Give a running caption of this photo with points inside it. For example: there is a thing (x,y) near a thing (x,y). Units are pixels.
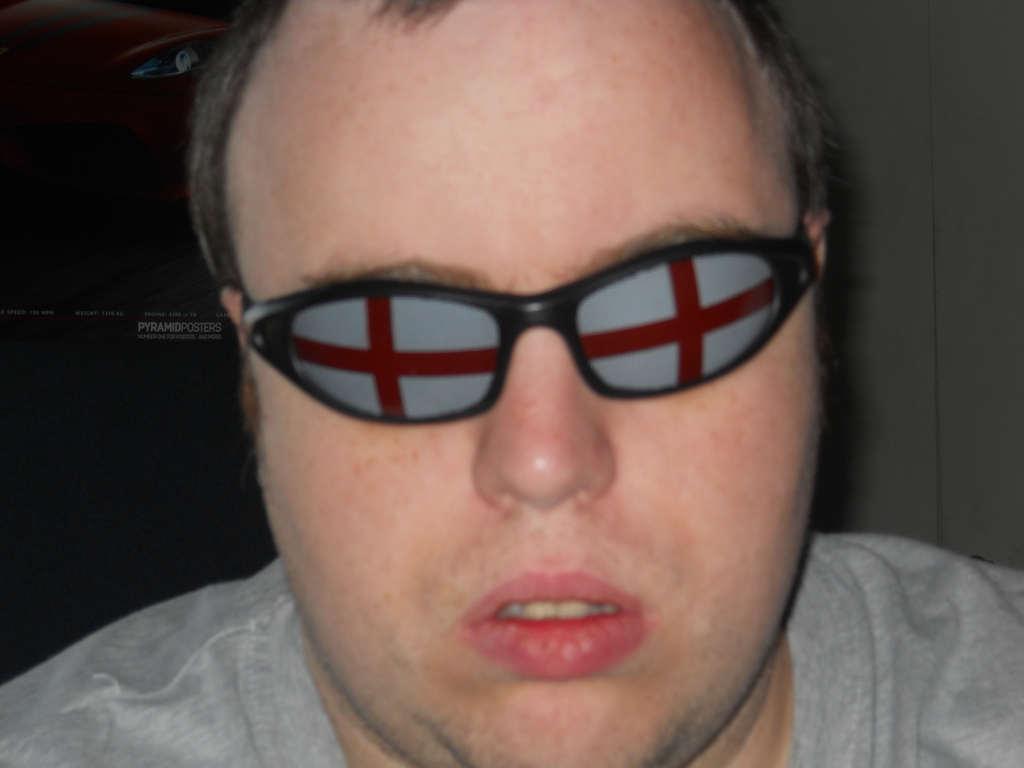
There is a man (430,243) wearing glasses (633,385) in the center of the image (532,363).
